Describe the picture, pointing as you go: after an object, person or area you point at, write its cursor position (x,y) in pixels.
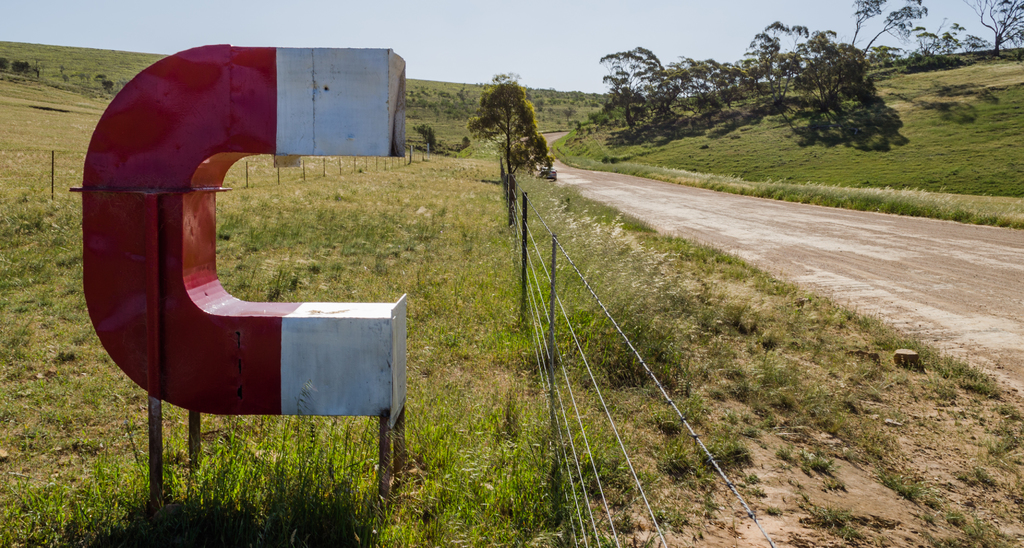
In this image I can see the road (873,255), the ground (830,371), few trees (748,80), the fencing (589,322), few poles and a red and white colored object (286,114). In the background (587,23) I can see the sky (559,43).
